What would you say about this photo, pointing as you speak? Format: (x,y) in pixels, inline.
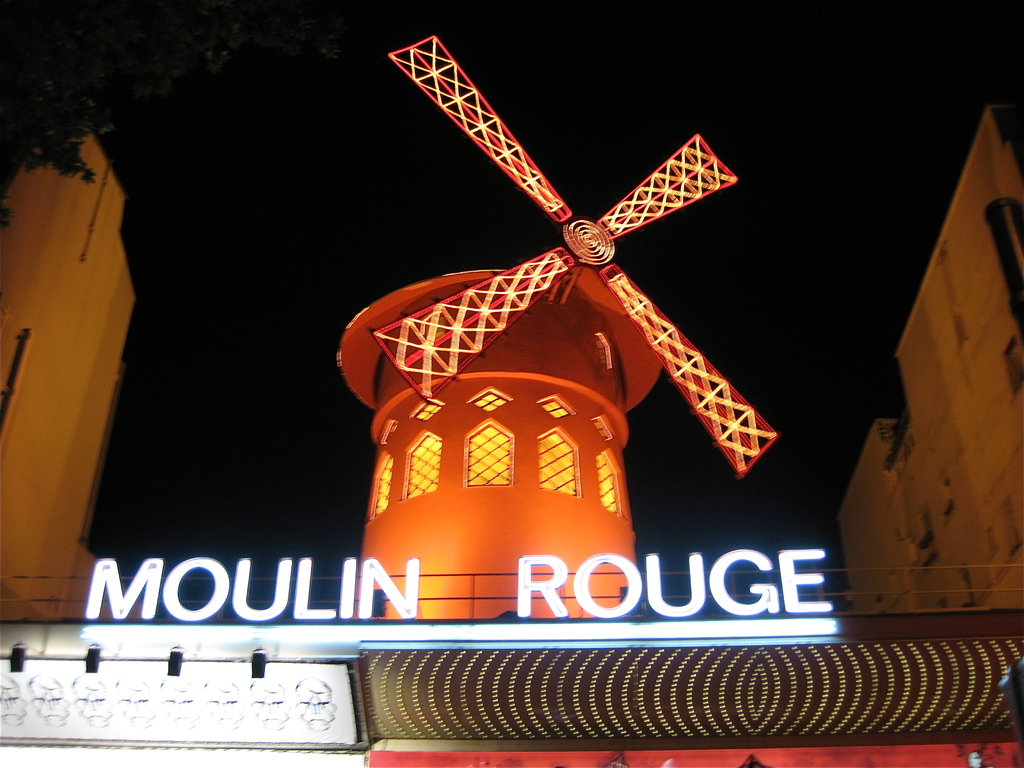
In the center of the image (624,298) we can see a windmill (512,304). In the foreground (271,724) we can see a sign board (214,703). In the background (761,312), we can see a group of buildings (931,307), trees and sky (787,319).
